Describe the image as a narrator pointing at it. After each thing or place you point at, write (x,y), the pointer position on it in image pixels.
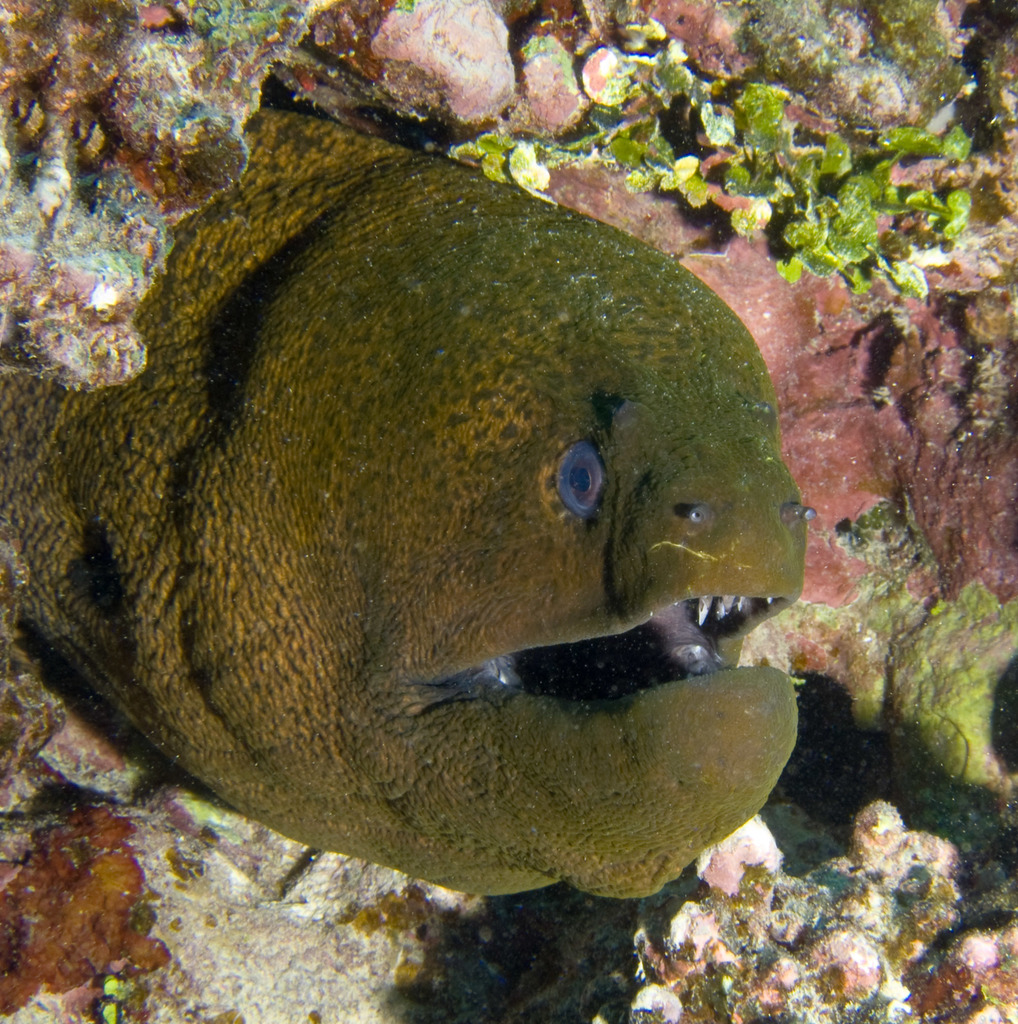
In this picture I can see a fish (516,312) and corals (861,296) in the water (812,735).
